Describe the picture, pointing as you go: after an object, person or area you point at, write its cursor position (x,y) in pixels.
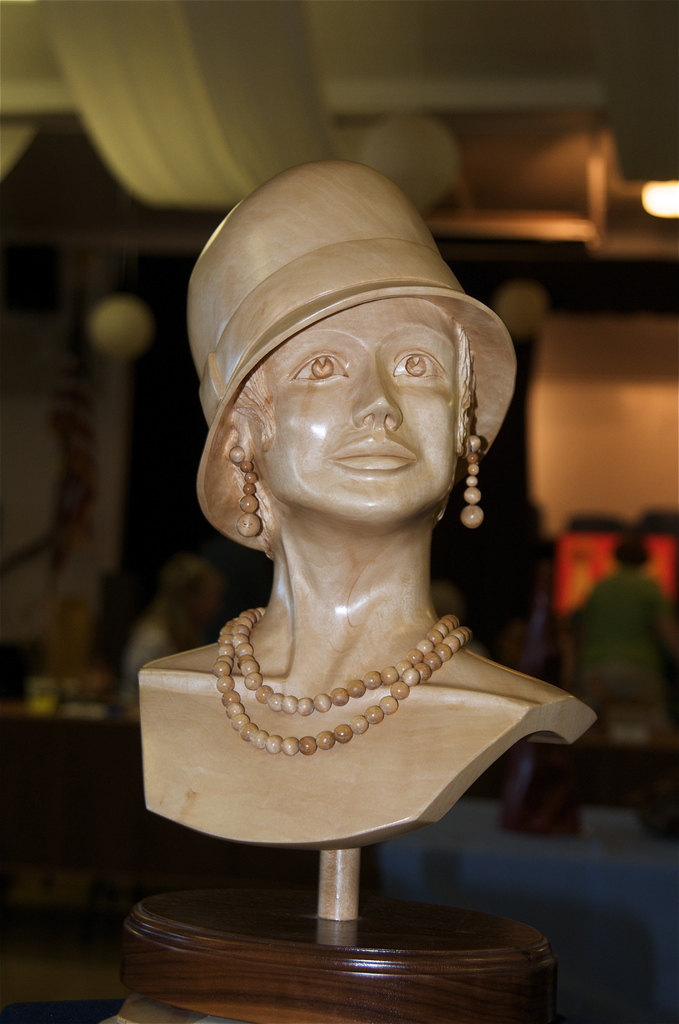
There is a sculpture (307,555) of a person (316,426) wearing hat (497,406), earrings (476,473) and necklace (341,730).
